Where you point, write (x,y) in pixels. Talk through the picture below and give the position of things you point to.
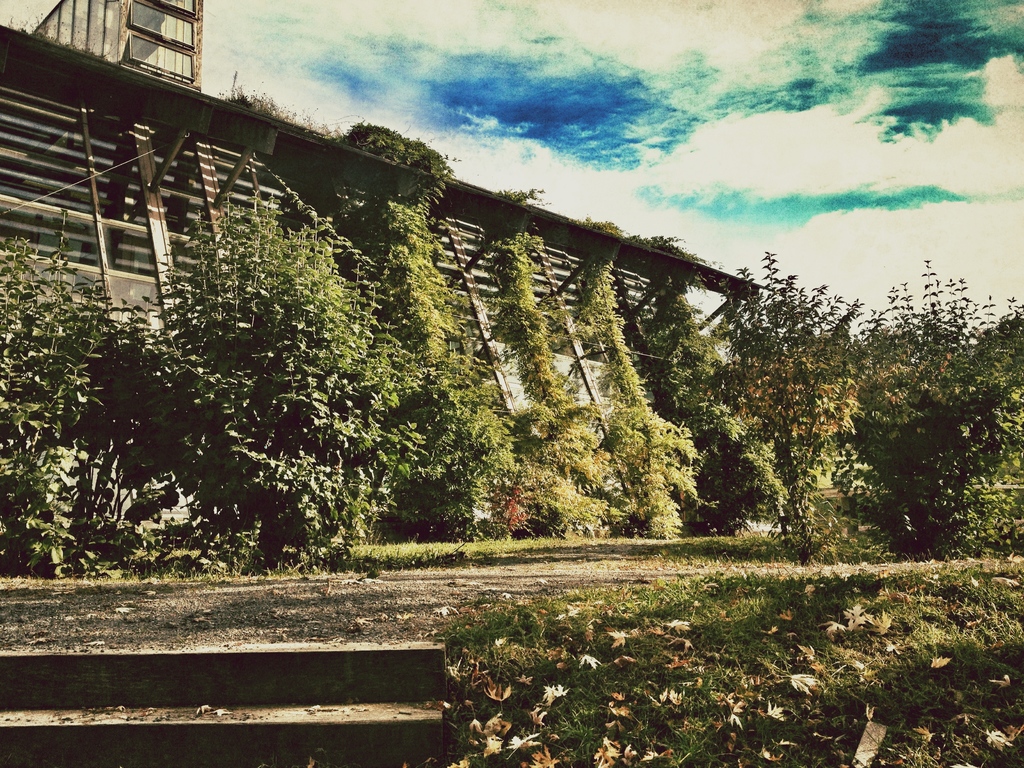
In this image I can see few plants (650,493) in green color. In the background (471,292) I can see the shed (212,174) and the sky (719,72) is in blue and white color.
